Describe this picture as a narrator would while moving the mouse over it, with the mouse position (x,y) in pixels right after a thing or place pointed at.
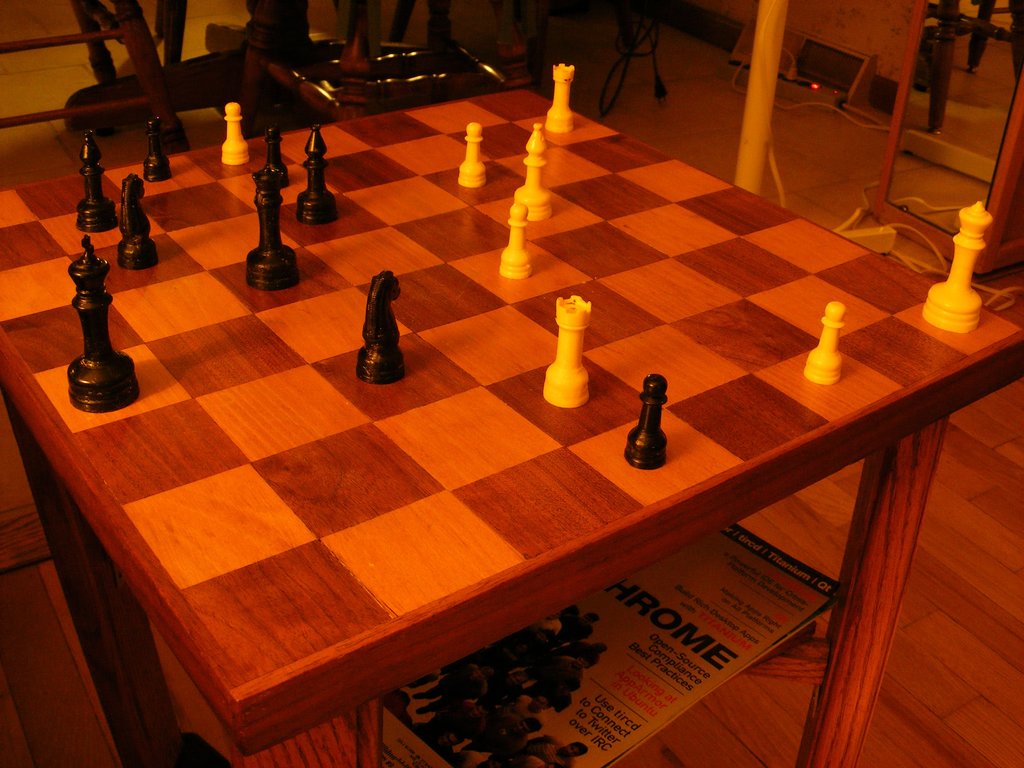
In this picture we can see chess pieces (240,152) on the chess board (288,410), under the chess board (370,598) we can see a book (714,634). In the background of the image (663,95) we can see wooden objects (170,6), electrical device (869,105) on the floor (858,148), wall (791,16) and mirror (961,134).
